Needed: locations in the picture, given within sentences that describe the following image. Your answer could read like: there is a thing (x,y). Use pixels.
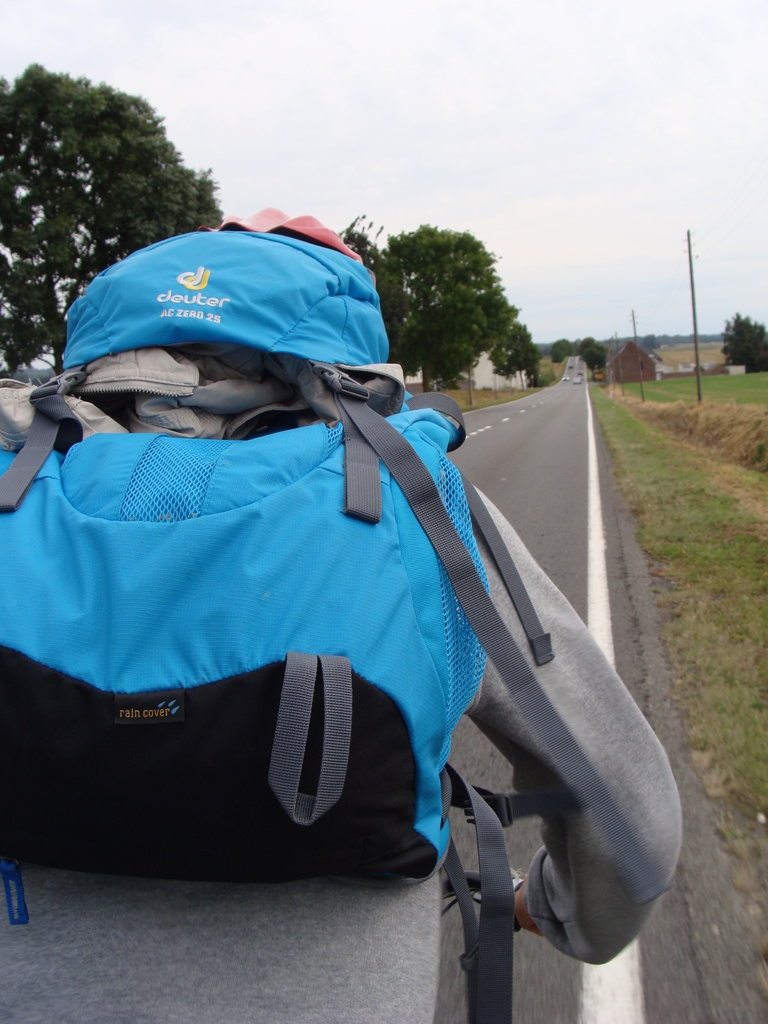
In this picture a street (573,543) on which there is a person (488,711) with blue color backpack (337,647) and also we can see some grass (635,398) and trees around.
